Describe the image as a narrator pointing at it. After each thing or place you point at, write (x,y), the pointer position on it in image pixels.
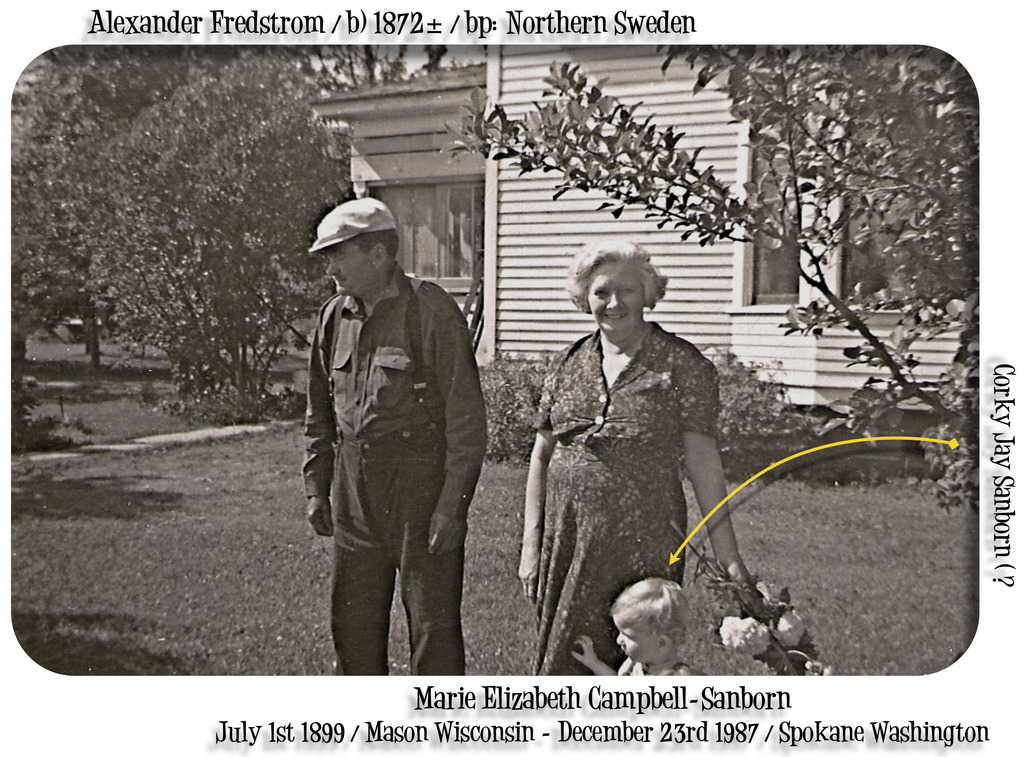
This is a black and white image. In the center of the image (471,380) there are people (437,589). In the background of the image (518,240) there is house (351,105). There are trees (732,208). At the bottom of the image (193,581) there is grass (195,608). There is text (770,694) at the top (433,11) and bottom of the image (274,734).
